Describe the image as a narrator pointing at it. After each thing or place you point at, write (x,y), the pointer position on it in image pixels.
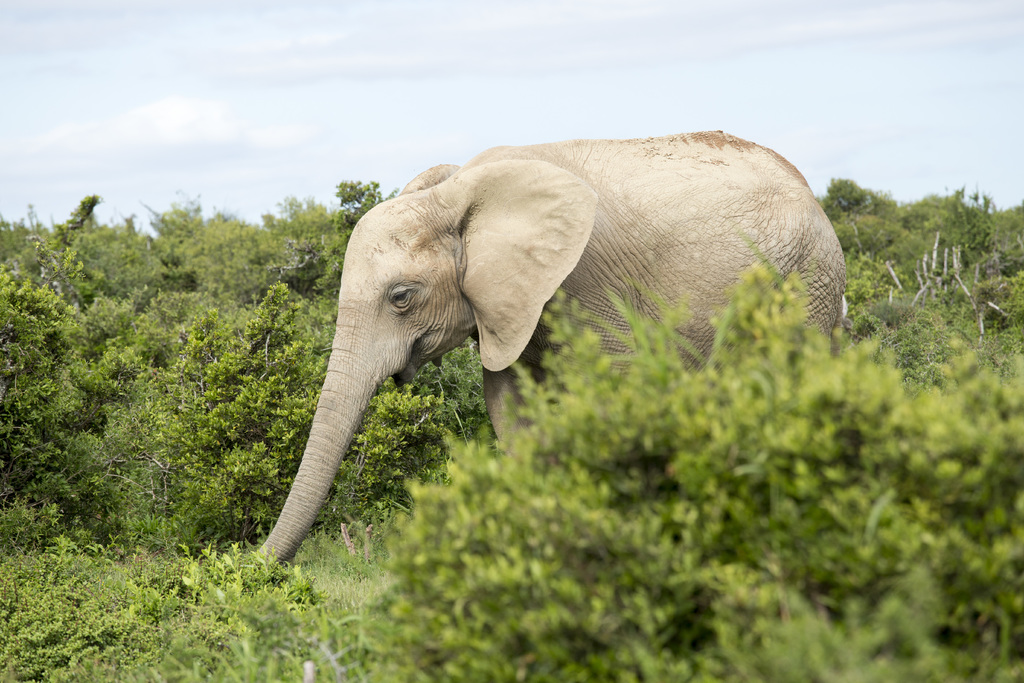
There is an elephant (484,390) and greenery (701,640) in the foreground area of the image (479,351) and the sky (254,205) in the background (254,205).
